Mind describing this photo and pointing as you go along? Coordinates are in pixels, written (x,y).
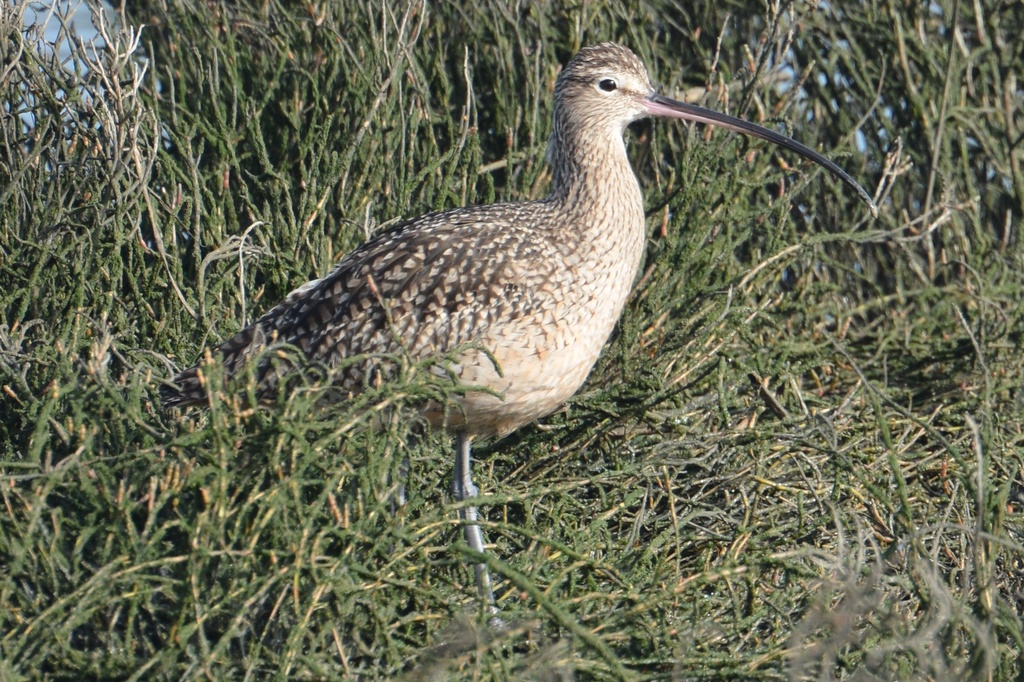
In this image I can see the bird (502,287) in brown and black color. In the background (265,209) I can see the green grass (265,209).
